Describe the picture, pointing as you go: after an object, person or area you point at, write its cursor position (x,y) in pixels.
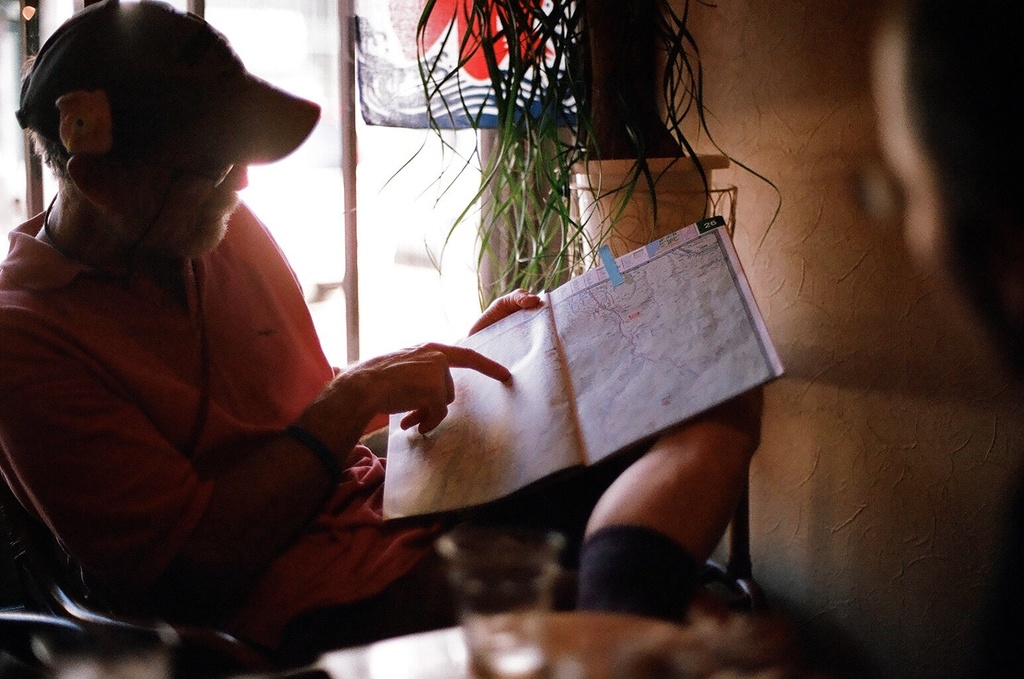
This image consists of a man (275,507) sitting in a chair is holding a map (719,346). In the background (833,229), there is a wall (839,139) along with a plant (505,159). At the bottom (488,623), there is a glass (519,625) on the table (552,639).
